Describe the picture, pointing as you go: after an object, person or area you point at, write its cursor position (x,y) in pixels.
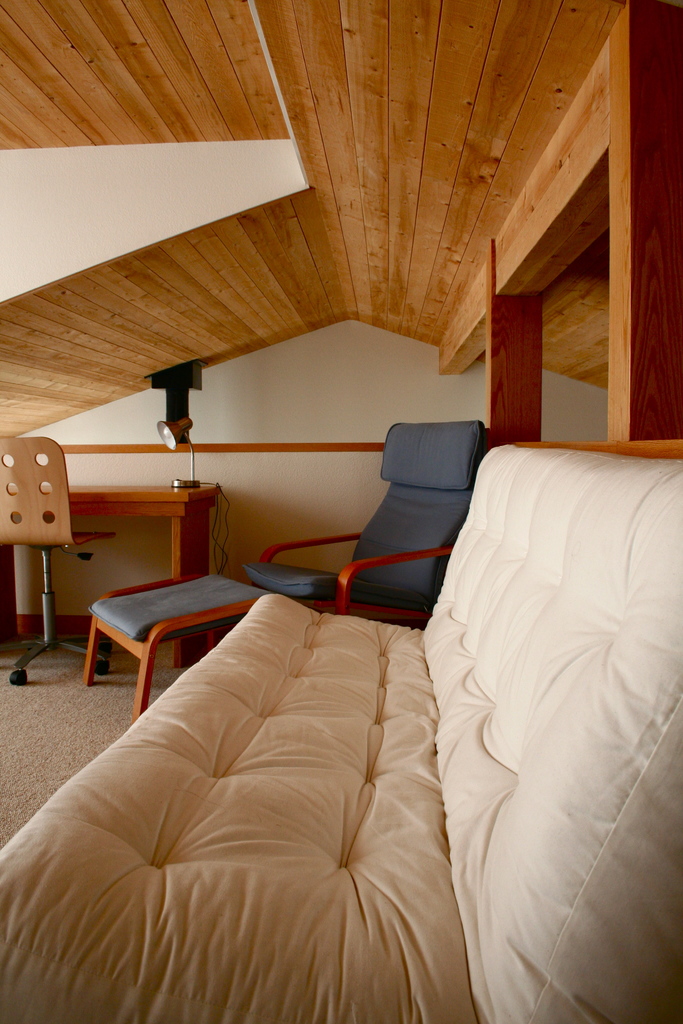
This Picture describe about the inside view of the living room (261,872) in which cream color sofa (350,965) is placed. beside grey color relaxing chair (395,559) and a wooden table (173,541) on which table light (173,441) is kept. On the top (273,204) we can see the wooden hut type roofing (408,223).
